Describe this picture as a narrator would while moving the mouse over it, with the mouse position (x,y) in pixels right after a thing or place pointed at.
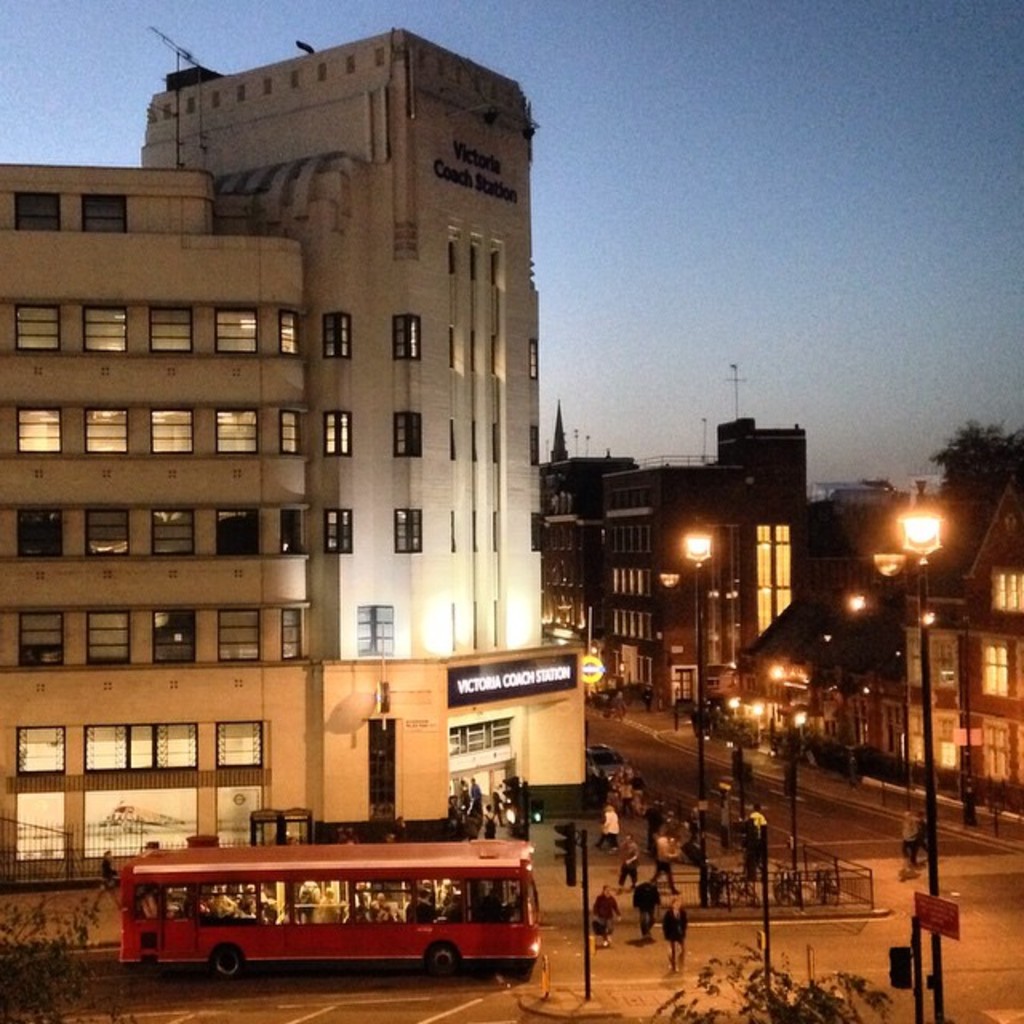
In this image I can see a vehicle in red color, I can also see few persons (690,840) walking, a traffic signal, few light poles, buildings (527,558) in white and brown color and the sky (807,243) is in blue and white color.
